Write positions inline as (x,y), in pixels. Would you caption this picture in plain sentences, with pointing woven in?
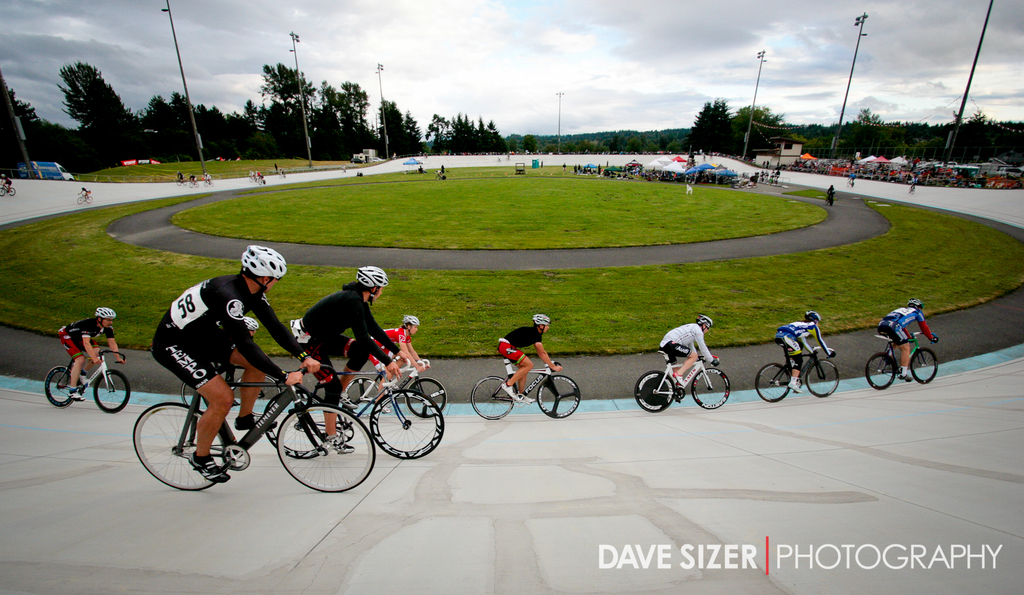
In this image, we can see people (298,328) wearing sports dress (343,295) and helmets (370,283) and are riding bicycles (304,388). In the background (318,112), there are trees (296,86), poles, lights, sheds (775,141), vehicles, a fence (924,153) and there is a crowd (902,176). At the top (552,42), there are clouds (471,76) in the sky (655,71) and at the bottom (453,415), there is ground (305,236) and we can see some text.
